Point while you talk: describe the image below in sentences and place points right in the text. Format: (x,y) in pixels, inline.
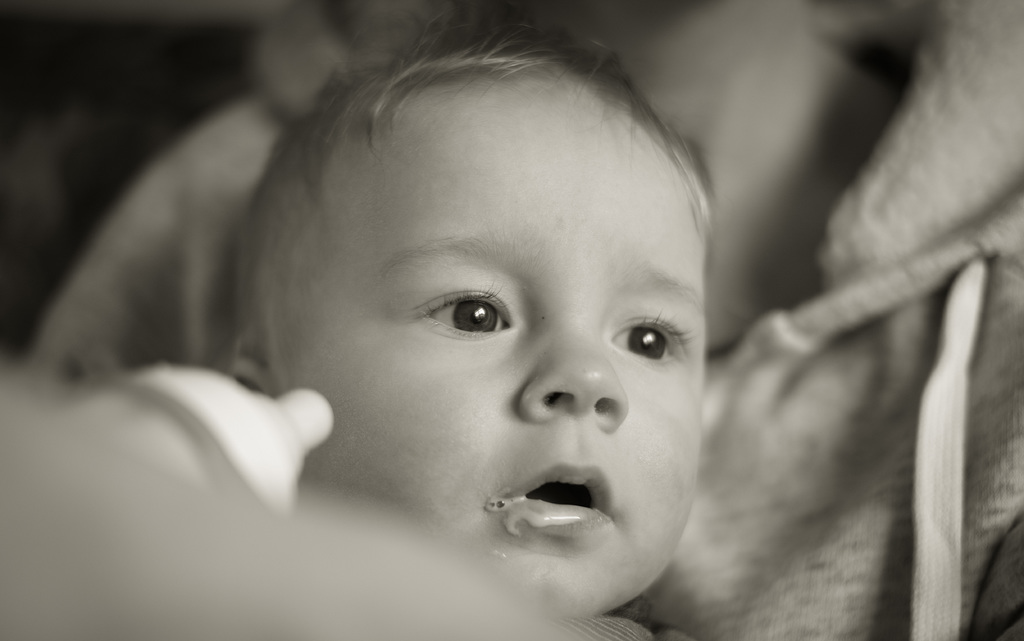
In this image there is a person (838,80) holding a baby (516,235), on the left side (295,413) there is a bottle nipple (253,414) visible.
